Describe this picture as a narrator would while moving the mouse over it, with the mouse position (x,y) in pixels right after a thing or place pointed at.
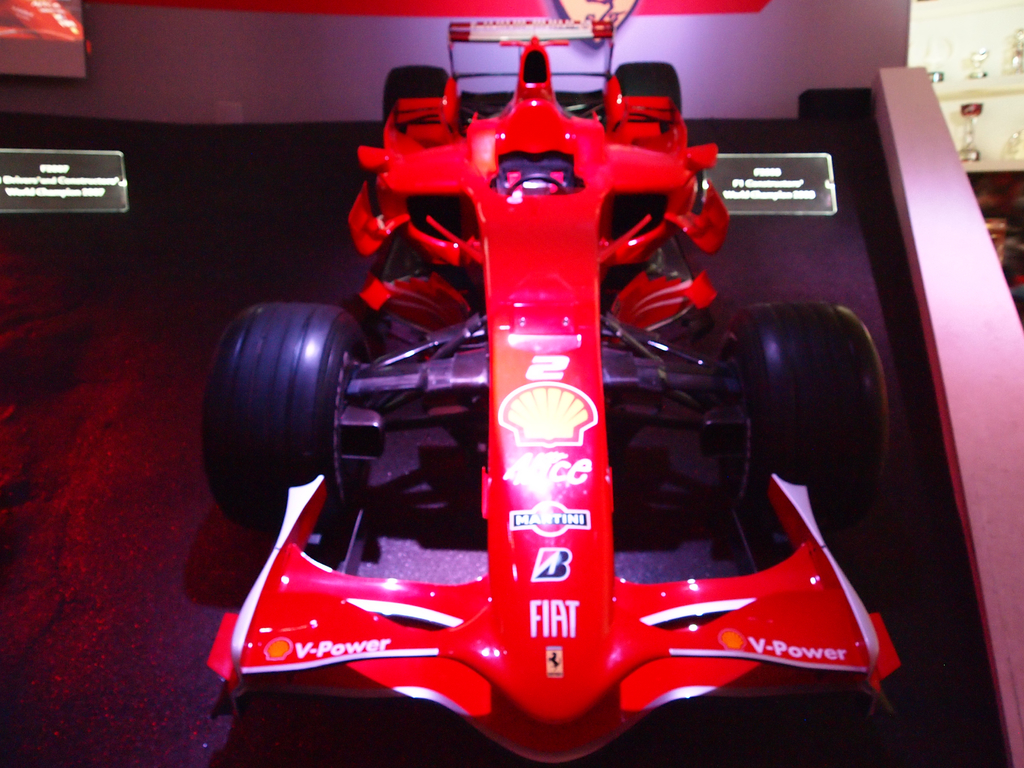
In this picture there is a car (285,639) on the floor (186,501) and we can see boards (752,172) and wall (645,51). In the background of the image (975,121) we can see objects (1010,144).
